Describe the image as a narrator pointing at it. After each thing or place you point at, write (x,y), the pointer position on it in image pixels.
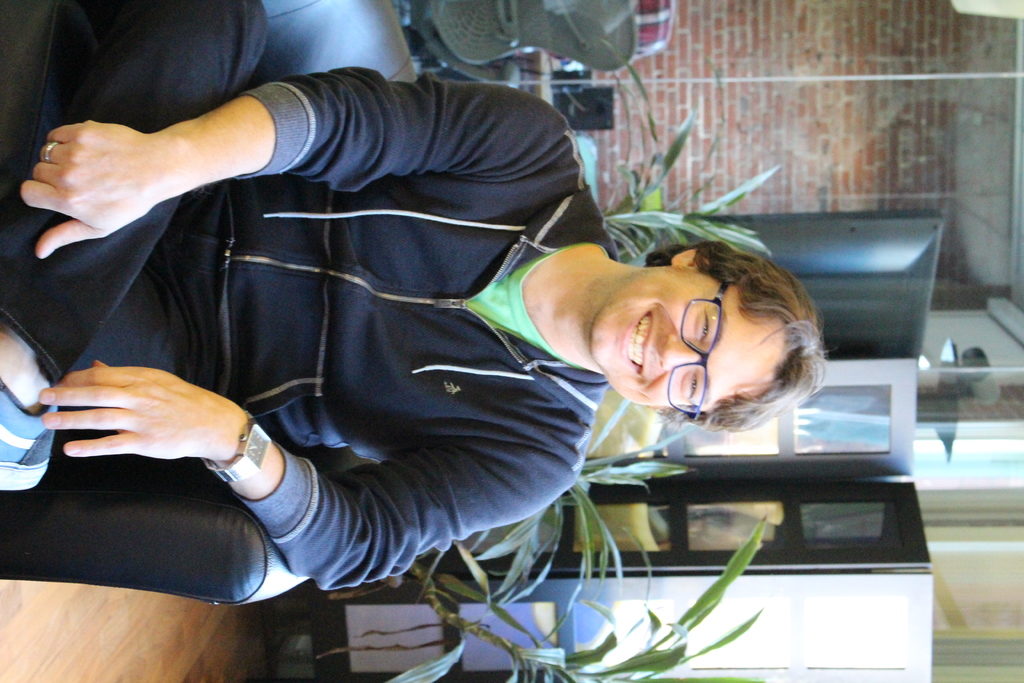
In this image we can see a person (202,242) is sitting on a sofa (204,532) and smiling.
